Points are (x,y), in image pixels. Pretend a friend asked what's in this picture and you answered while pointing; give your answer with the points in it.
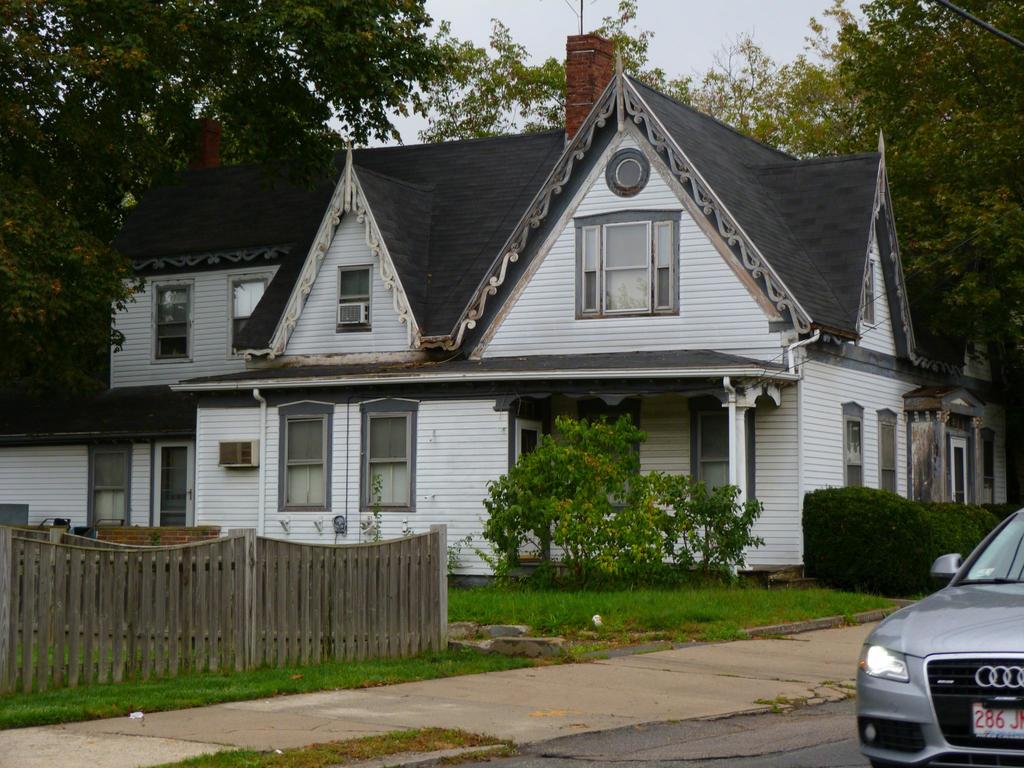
There is a car (961,602) and a wooden boundary (288,597) in the foreground area of the image (203,577), there are plants (718,555), trees (527,112), house (545,134) and the sky (413,90) in the background (545,134).
